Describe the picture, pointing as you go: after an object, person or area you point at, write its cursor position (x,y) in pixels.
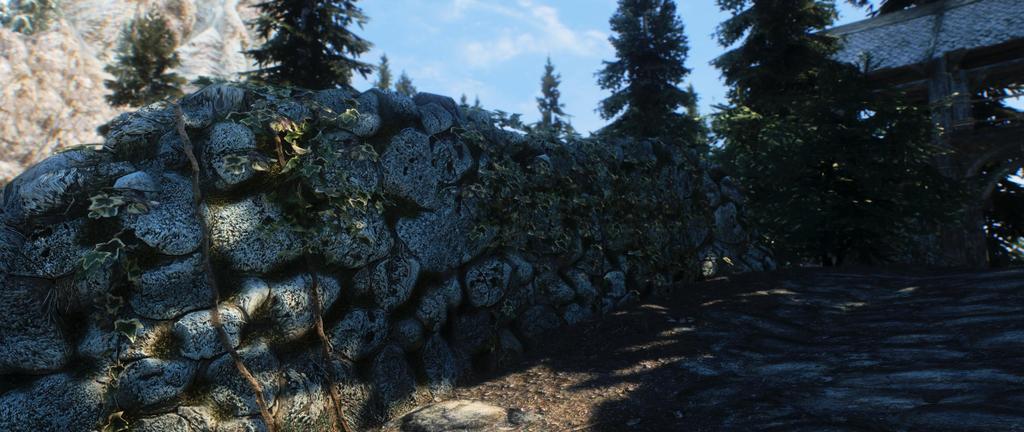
In this picture we can see the ground (762,308), stones (241,226), trees (818,78), arch (973,231) and in the background (560,17) we can see the sky (492,66) with clouds (566,46).
